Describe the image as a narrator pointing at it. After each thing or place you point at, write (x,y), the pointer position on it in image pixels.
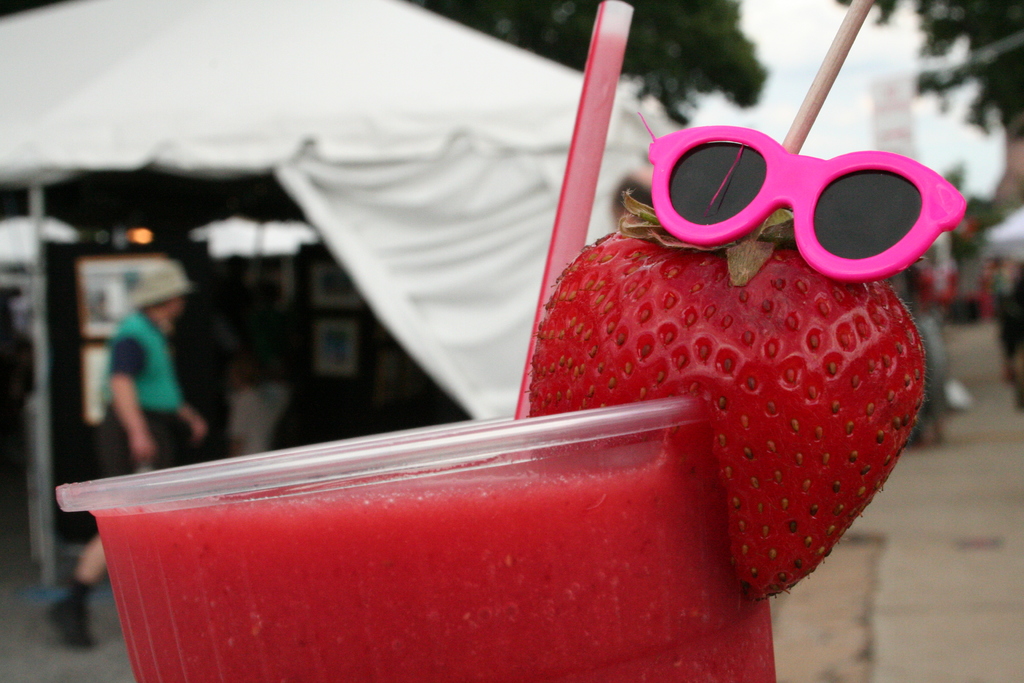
In this image, we can see a glass (472,626) with some objects (647,230). We can see the ground (975,632). In the background (20,136), we can see a person (121,373) and a white colored tent (426,107). There are a few trees (655,66). We can see the sky (835,118).
